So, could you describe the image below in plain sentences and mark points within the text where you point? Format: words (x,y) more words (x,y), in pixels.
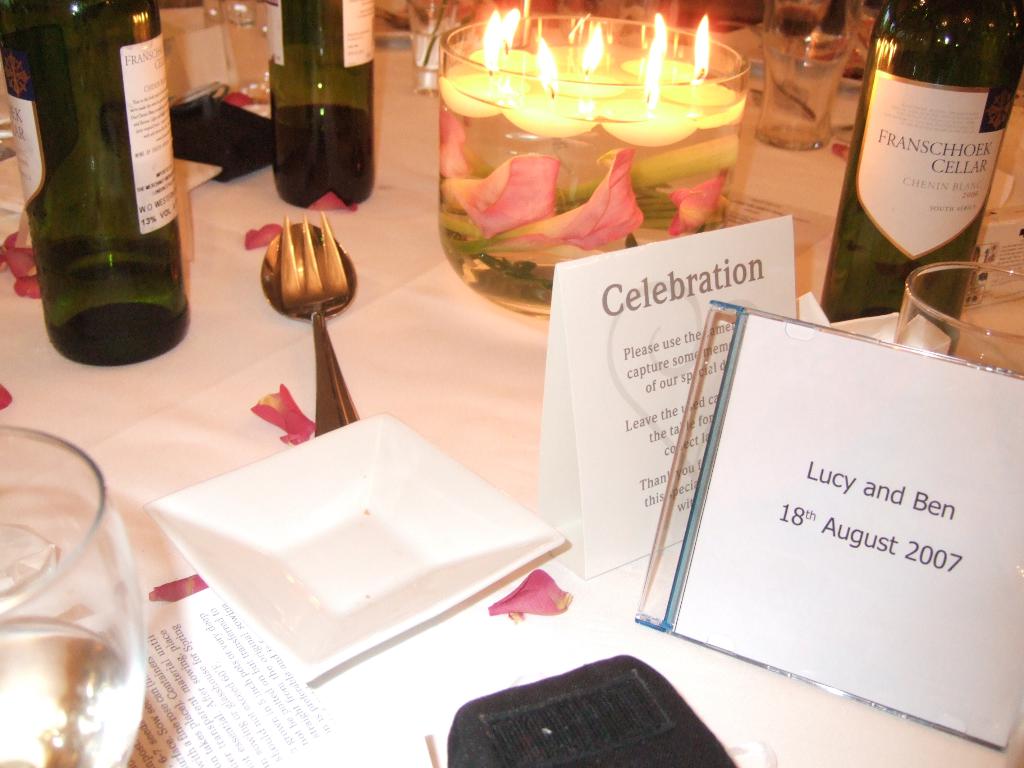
In this picture we can see fork (327,283), spoon (327,336), plate (398,518), card (617,414), bottles (906,94), candle (671,125), glass (62,506) with water (50,686) in it and we have papers (214,709) on table (419,133).
